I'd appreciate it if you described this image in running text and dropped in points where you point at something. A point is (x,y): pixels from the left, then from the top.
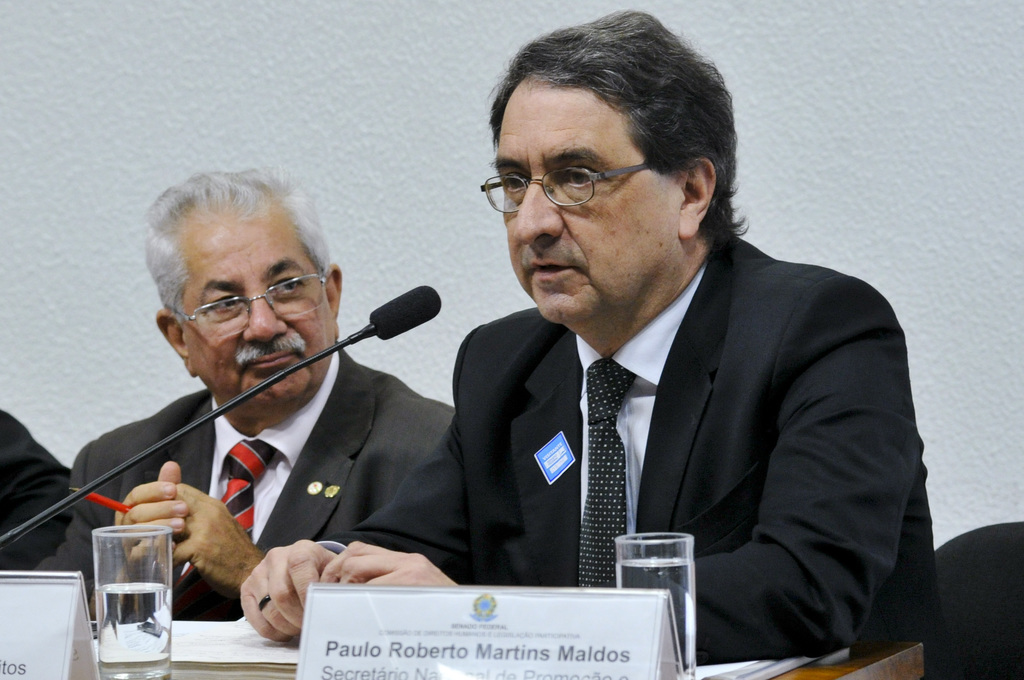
This image consists of two persons (331,463) wearing suits (439,469) along with the ties (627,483). In the background (95,195), there is a wall (962,61) in white color. In the front (468,633), we can see a table (799,675) on which there are name plates (317,593), glasses (127,599), and a mic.
